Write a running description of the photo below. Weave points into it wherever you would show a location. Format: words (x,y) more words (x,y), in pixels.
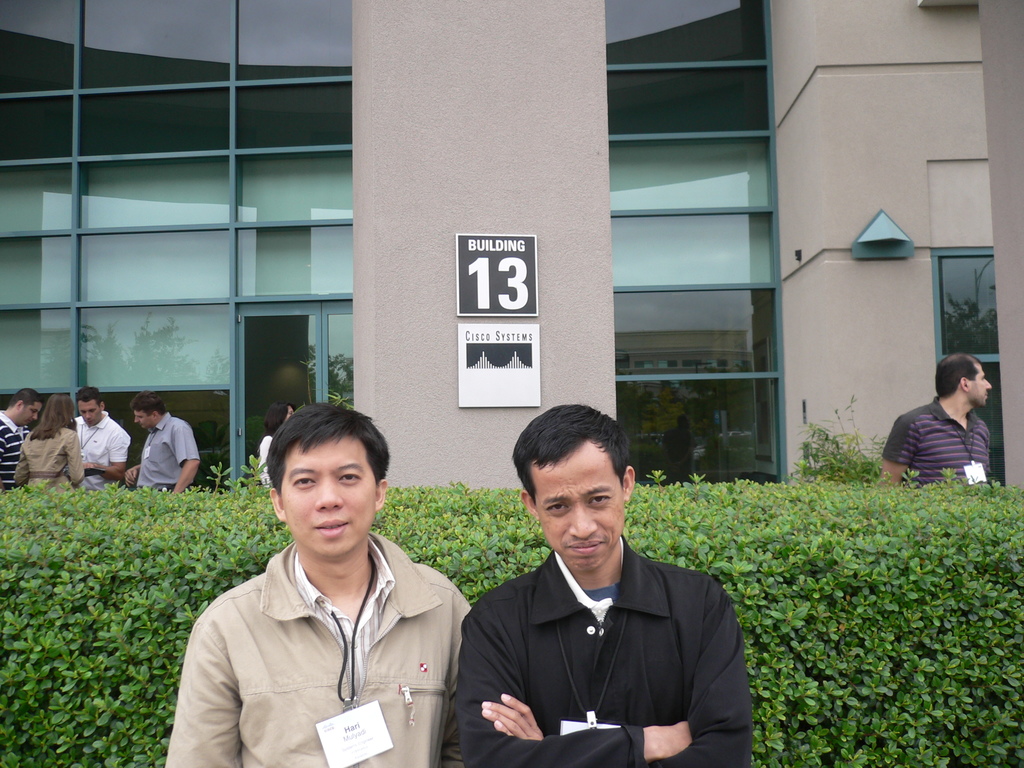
In this picture we can see two men (276,492) smiling and in the background (138,594) we can see some people (38,471), building (680,425), trees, boards (494,311).
